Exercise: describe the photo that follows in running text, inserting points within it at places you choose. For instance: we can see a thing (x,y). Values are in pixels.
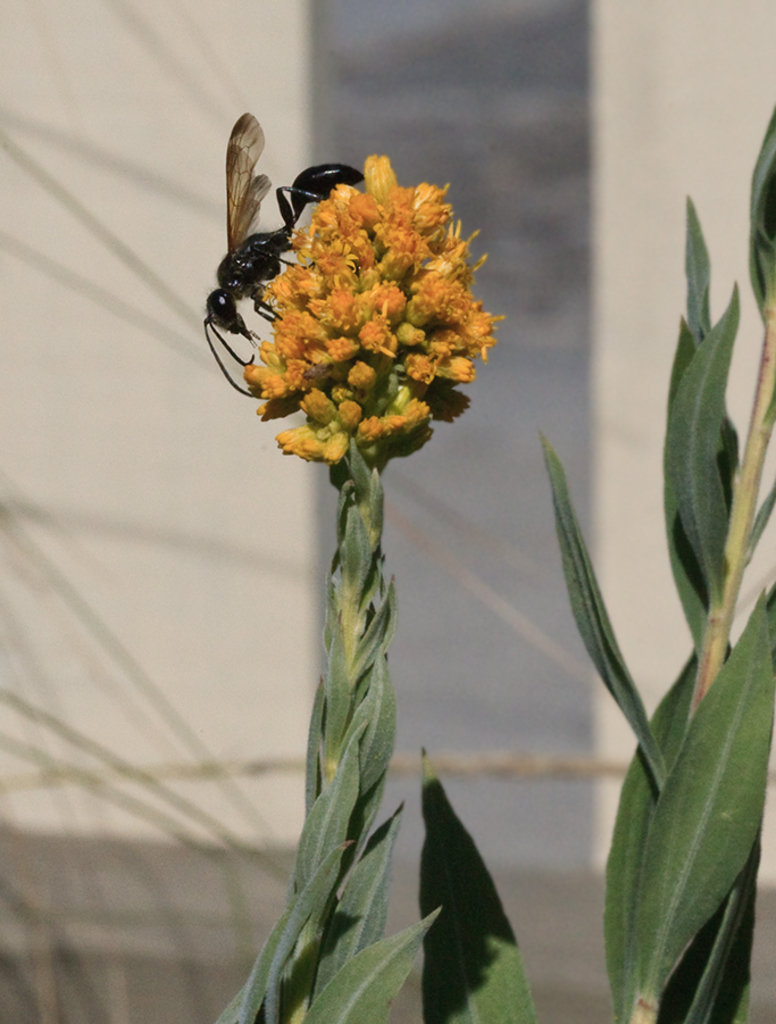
In this picture we can see the yellow color flower plant (373,425) in the front (334,423) and on the top (266,253) there is a black color wasp (287,223). Beside there is a green leaves (692,530) and a blur background (191,510).
